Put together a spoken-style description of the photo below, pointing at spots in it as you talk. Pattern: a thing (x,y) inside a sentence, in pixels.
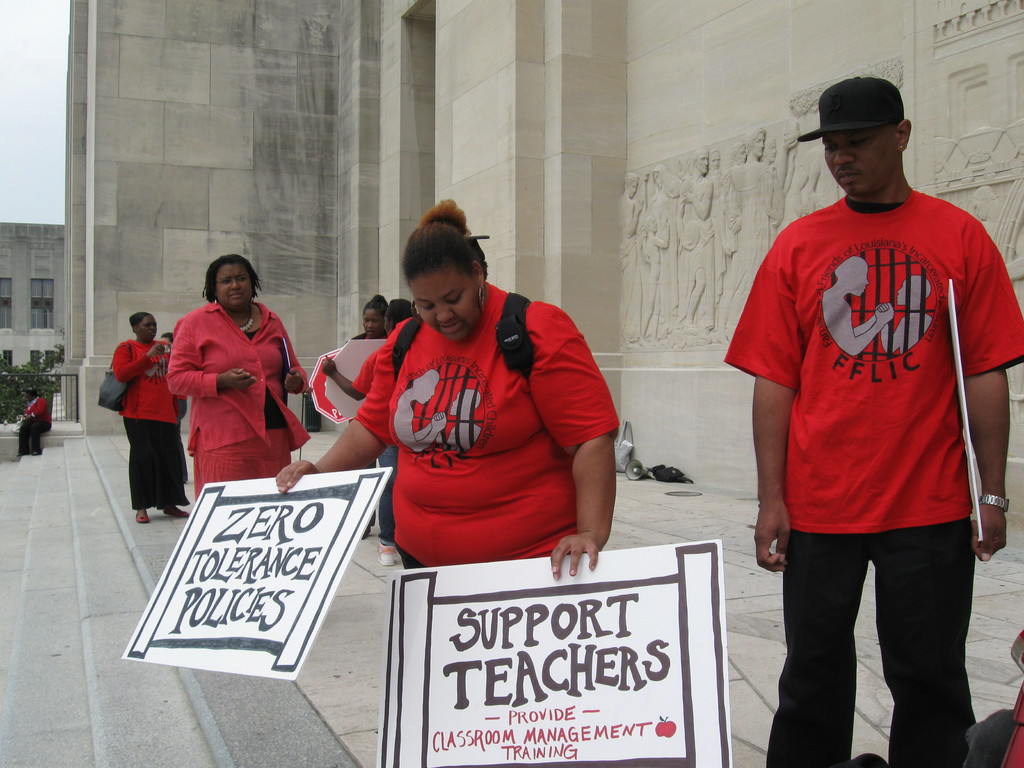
A woman (517,411) is holding boards (407,644), where people (891,475) are standing, this is a building (125,265) and a sky (32,155).
